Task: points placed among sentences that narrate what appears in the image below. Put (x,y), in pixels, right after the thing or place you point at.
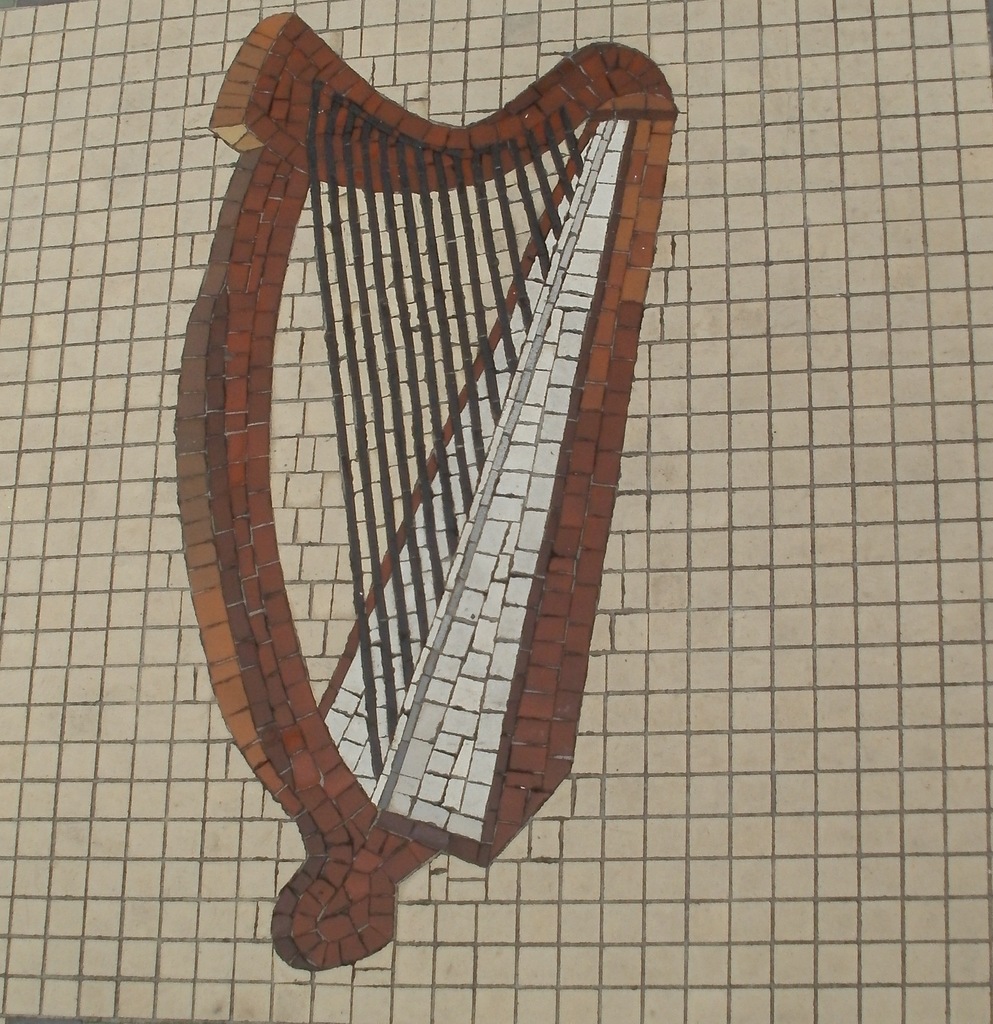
in this image we can see picture of a musical instrument (610,379).
